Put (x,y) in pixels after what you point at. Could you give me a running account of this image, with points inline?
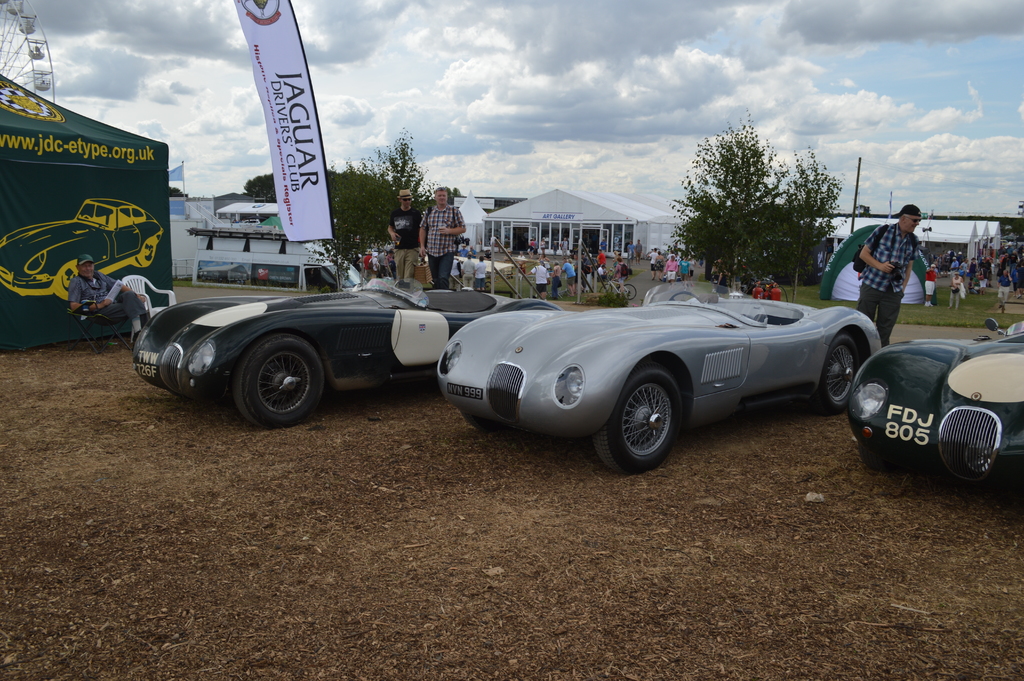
In this image we can see one green color tent (115,225) with car image (66,243) and some text (79,143) on it. There are so many people (896,281), one flag (184,187), some people (876,292) are holding some objects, some tents (639,227), some houses (205,247), some objects (779,294) are on the surface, some trees (710,222), three cars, some bicycles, one Giant wheel (46,75), some banners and at the top (611,112) there is the cloudy sky (215,76).
